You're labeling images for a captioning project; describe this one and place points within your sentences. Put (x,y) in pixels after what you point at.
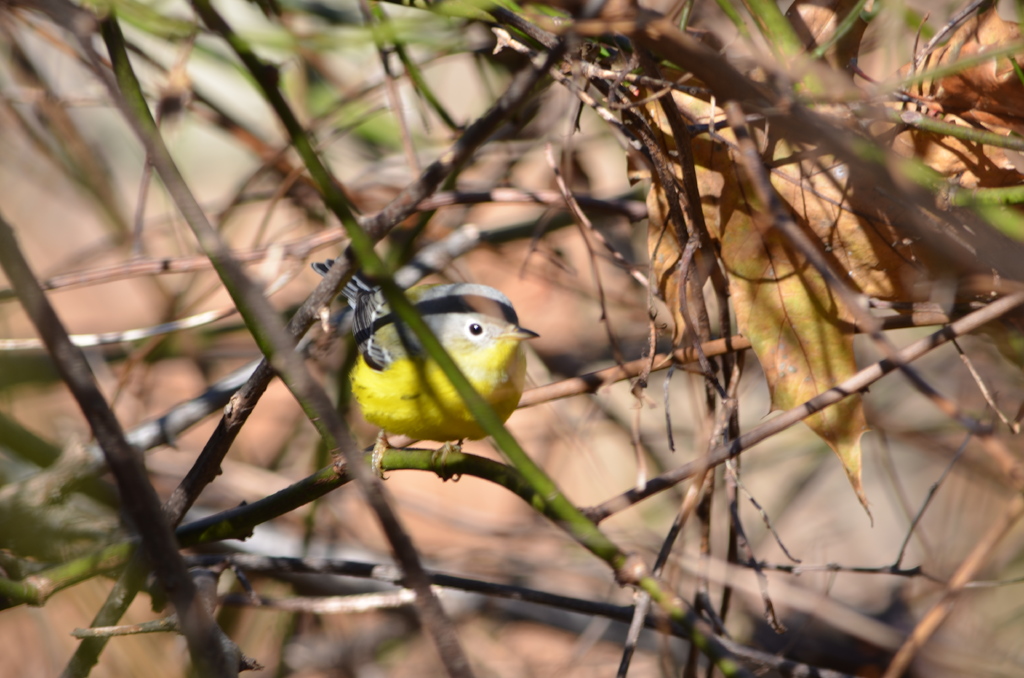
In this image, we can see some sticks (715,359) and leaves (755,143). There is a bird (394,323) in the middle of the image (398,395) which is colored yellow.
